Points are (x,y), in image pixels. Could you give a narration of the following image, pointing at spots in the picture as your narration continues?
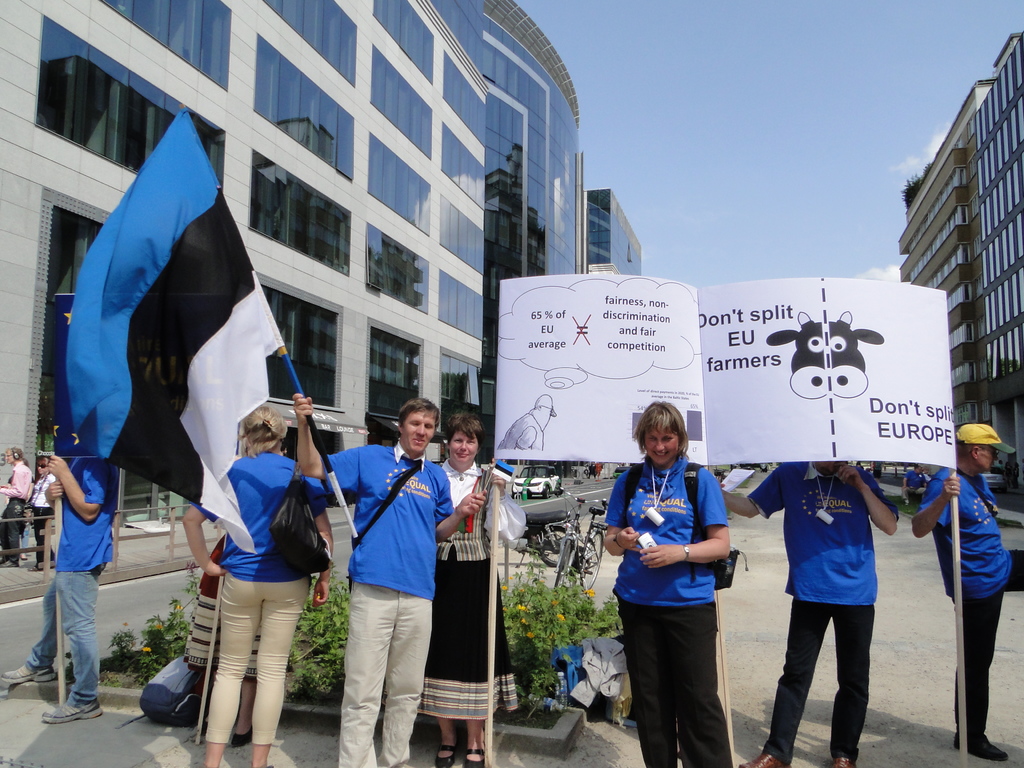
In this image, there are a few people (653,593). We can see a flag (132,434) and some boards (772,376) with text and images (689,436). We can see the ground (633,761) with some objects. We can also see some plants (150,620) with flowers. There are a few vehicles (532,522). We can see the fence (47,528). There are a few buildings (942,233). We can also see the sky (877,217) with clouds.
